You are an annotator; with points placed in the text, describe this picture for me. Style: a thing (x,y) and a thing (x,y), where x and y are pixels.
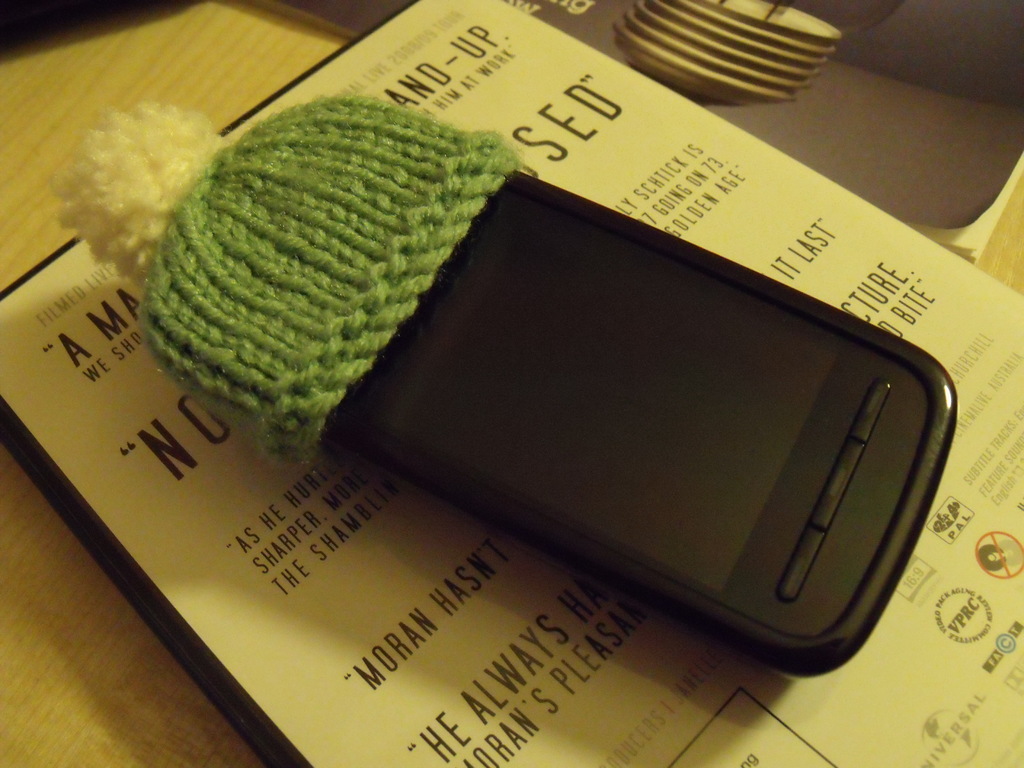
In this image I can see a mobile phone (684,427) and there is a cap (250,266) made up of wool (268,262) to it and there is a book (382,564) on this wooden board (150,647).
